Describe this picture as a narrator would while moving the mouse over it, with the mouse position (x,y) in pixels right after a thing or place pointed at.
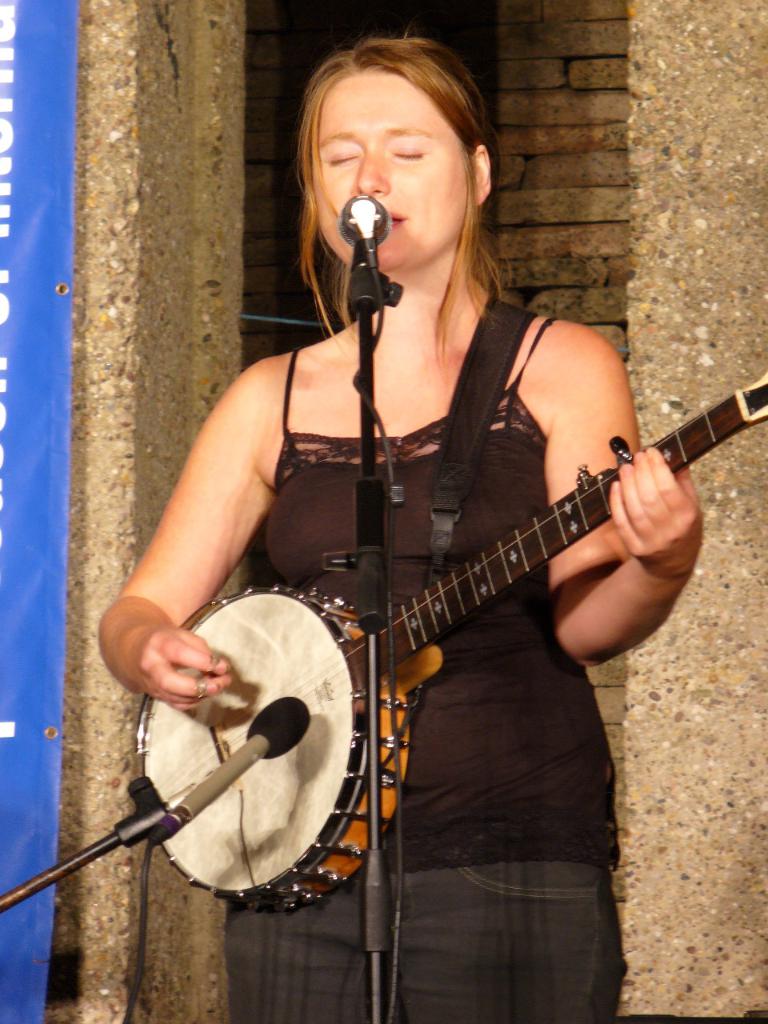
In this image I can see there is a person (335,423) standing and playing a musical instrument (442,580). And in front there is a microphone (352,223). And at the back (290,93) it looks like a building (190,164) and there is a banner (30,285).
